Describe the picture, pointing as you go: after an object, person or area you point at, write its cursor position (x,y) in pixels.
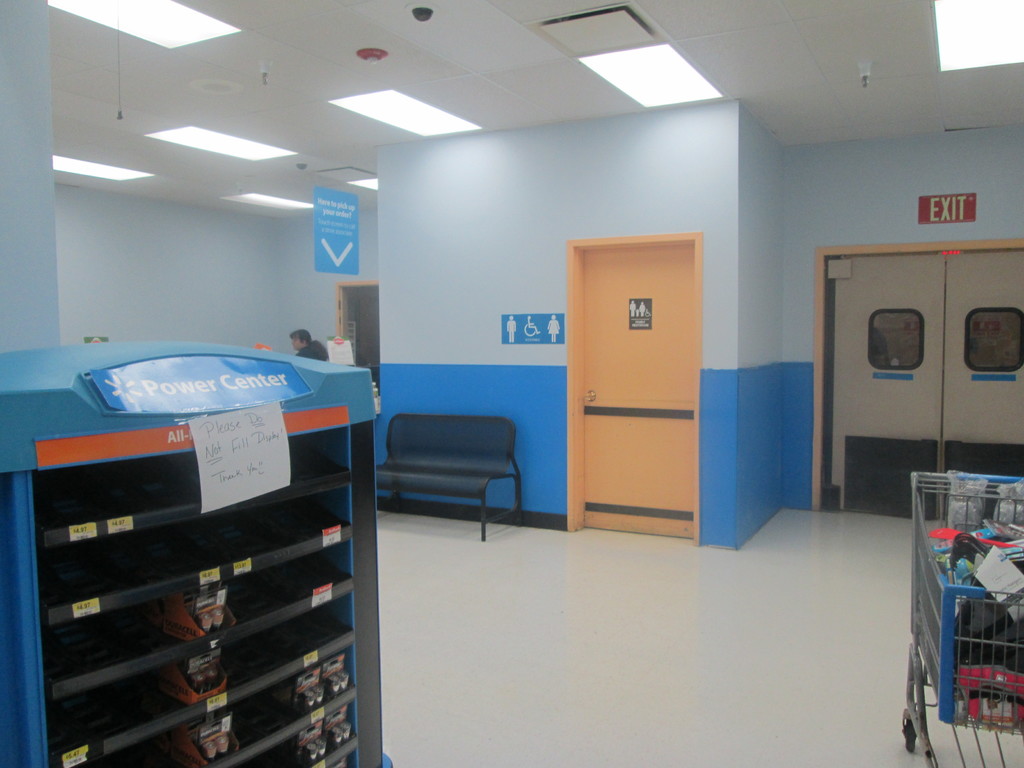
On the left side of the image (182,372) we can see machine (144,497), paper (223,486) and some objects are there. On the right side of the image (897,391) we can see board (929,196), door (982,355), trolley (985,512), in trolley (1002,562) some objects (991,553) are there. In the middle of the image (535,300) we can see bench (454,439), boards (524,334), doors (373,328), person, wall (451,279) are there. At the top of the image (524,85) we can see lights (649,54), roof (491,91) are there. At the bottom of the image (595,709) there is a floor (577,595).
